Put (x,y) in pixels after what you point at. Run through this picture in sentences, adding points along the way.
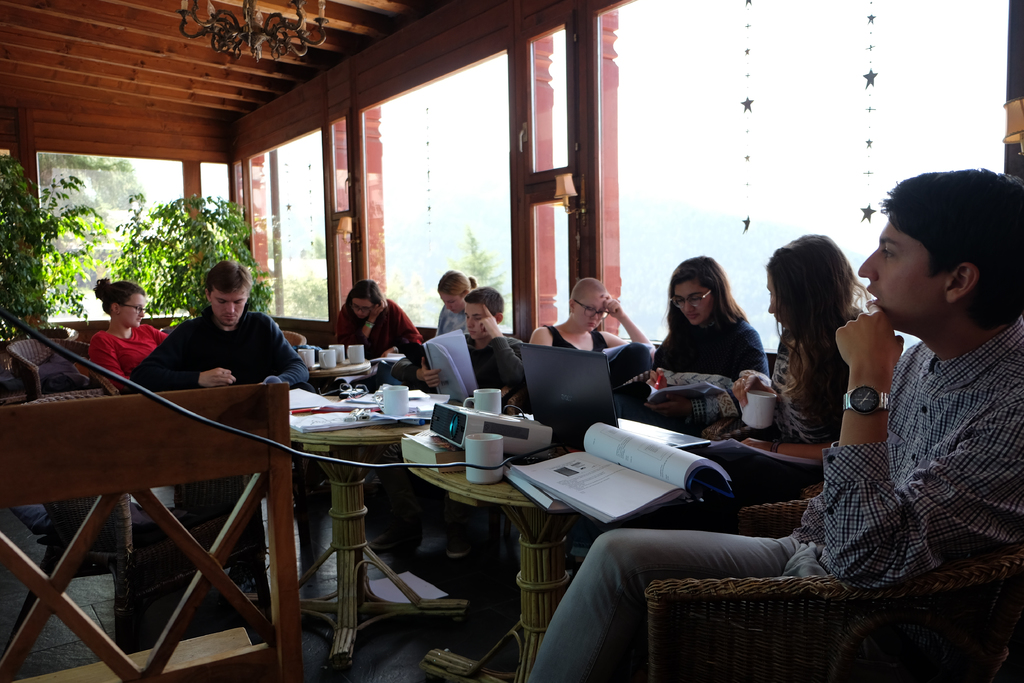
This picture shows a group of people (606,611) seated on the chairs (727,416) and few people (402,343) reading books (619,482) and a woman (777,393) holding a cup (773,407) in her hand (755,376) and we see a projector (547,434) and few cups (388,396) on the table (487,487).
